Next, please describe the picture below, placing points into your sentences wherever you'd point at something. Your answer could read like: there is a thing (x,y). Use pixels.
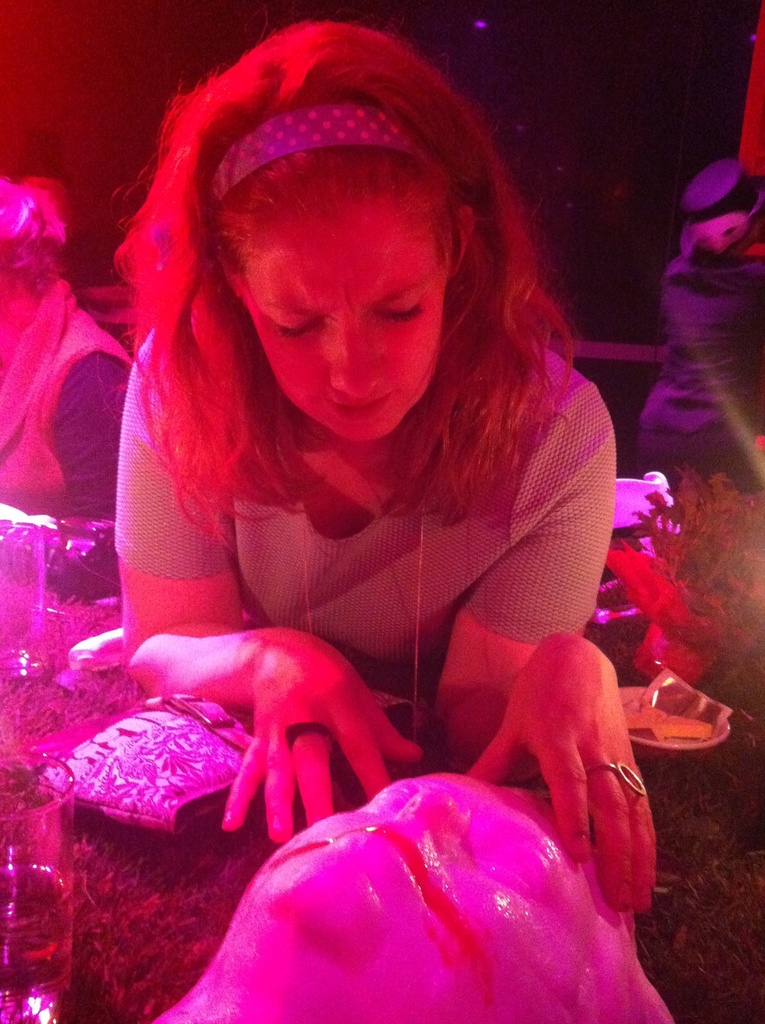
In this image I can see a woman (378,682) and I can see she is wearing grey colour top (355,563). I can also see a headband (312,144) over here, few glasses (43,558) and few other stuffs (663,1012). In the background (51,514) I can see few more people (33,212) and I can see this image is little bit in dark from background (703,76).
